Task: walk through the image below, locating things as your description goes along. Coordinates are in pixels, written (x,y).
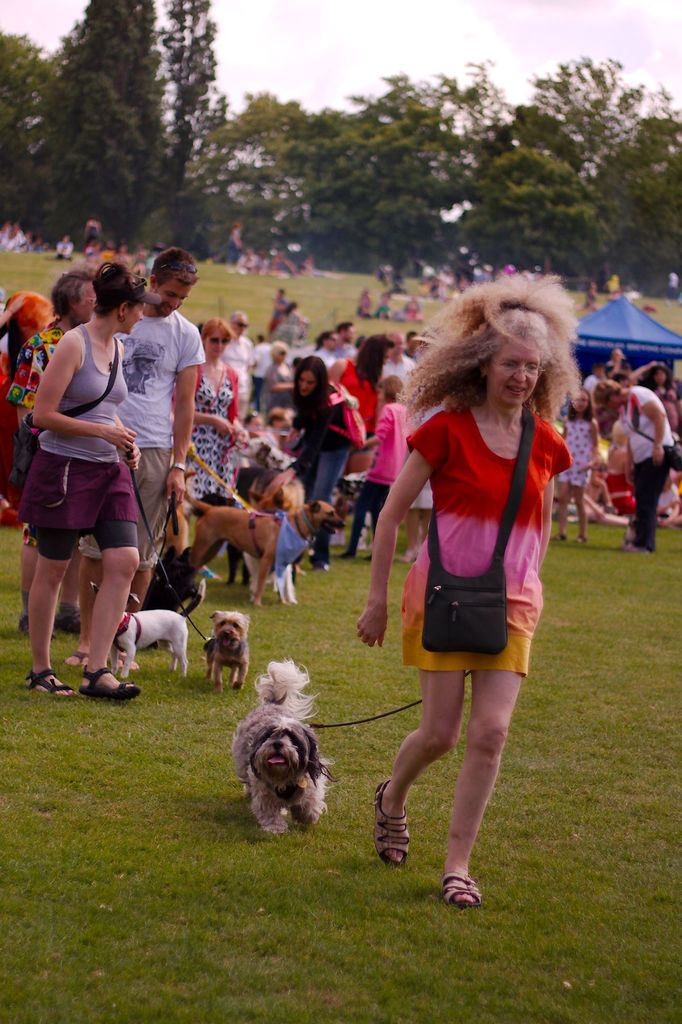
This picture shows few people (121,259) seated on the ground (316,292) and few are standing and holding Dogs (209,549) with the help of strings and we see a tent (636,350) and grass (513,833) on the ground (370,893) and the few of them wore handbags (353,419) and a cloudy Sky (329,57) and we see trees (394,212).
